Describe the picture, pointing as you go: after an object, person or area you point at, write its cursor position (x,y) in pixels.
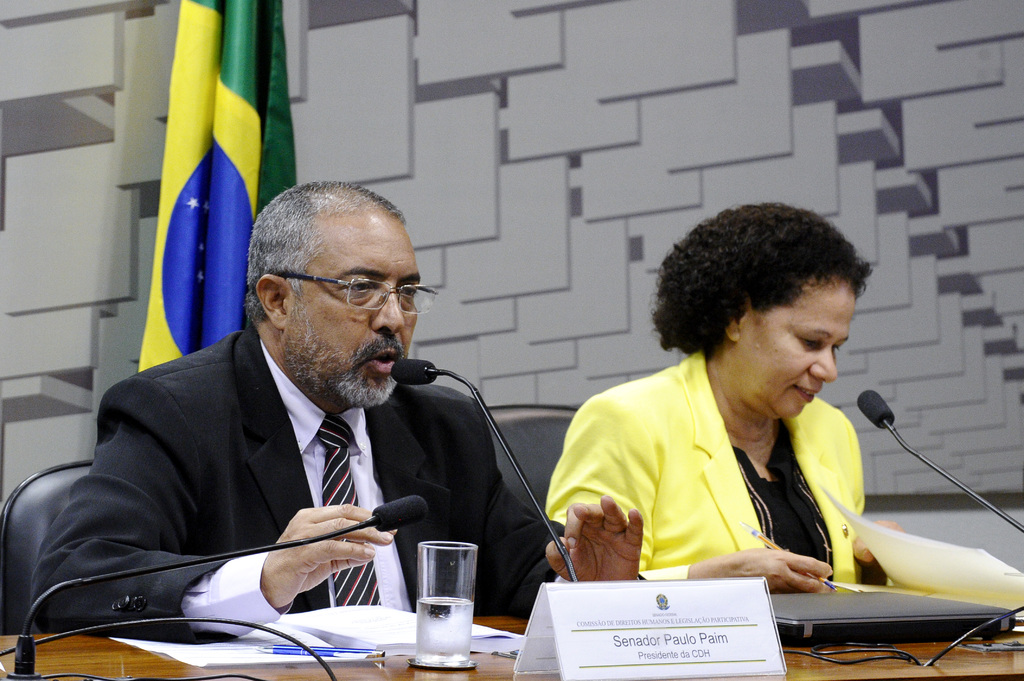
2 people (727,512) are sitting on the chairs (536,461) wearing blazer (697,495). In front of them on the table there are microphones (430,370), papers (911,588), pen (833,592), glass (428,622) and name plate (587,645). There is a flag (208,19) behind them.
